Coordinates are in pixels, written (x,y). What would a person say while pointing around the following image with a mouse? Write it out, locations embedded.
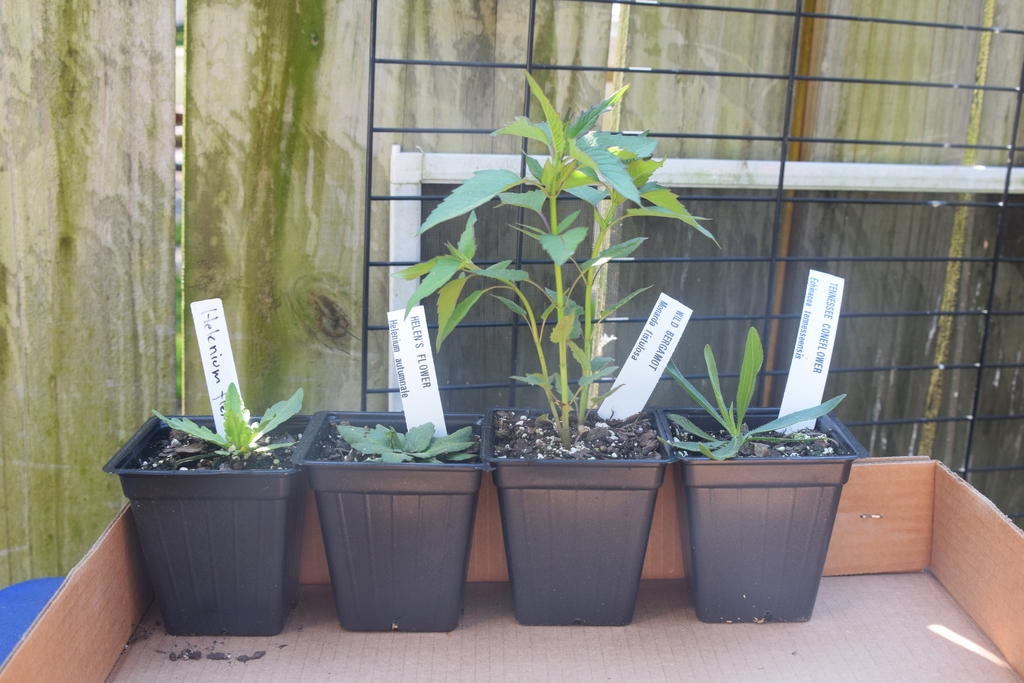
In this image, I can see four flower pots (373,511), which are black in color. These are the small plants (572,309). I can see the pages (207,362) with the names (675,315) on it. This looks like an iron grill (951,314). I think this is a cardboard box (690,642).
